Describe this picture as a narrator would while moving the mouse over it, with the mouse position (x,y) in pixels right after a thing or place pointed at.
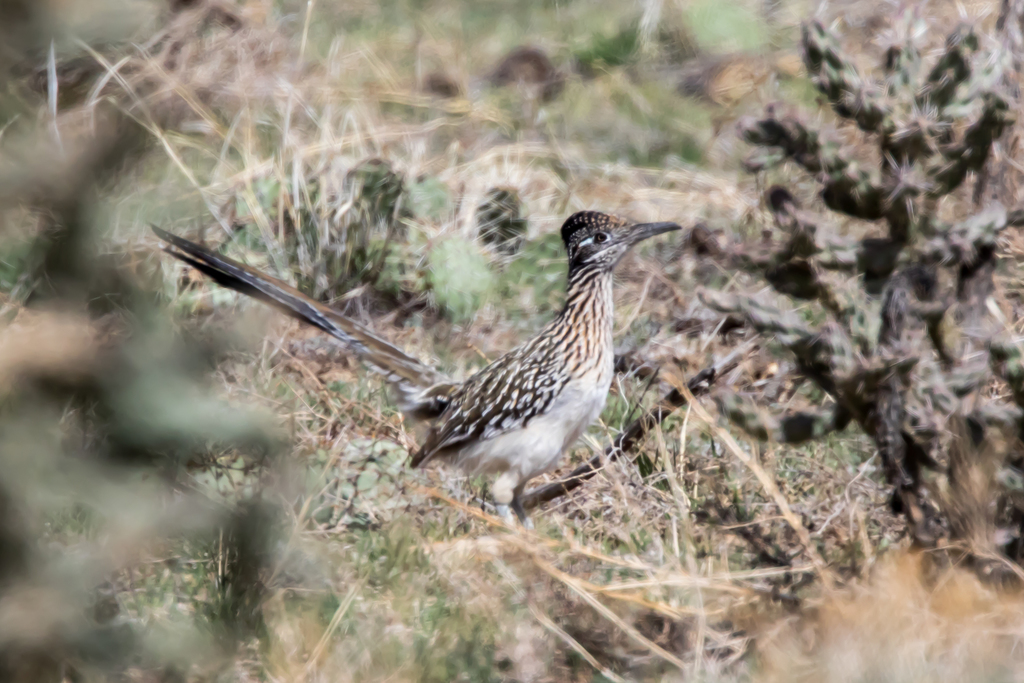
As we can see in the image there is dry grass (295,327) and a bird (600,326).
